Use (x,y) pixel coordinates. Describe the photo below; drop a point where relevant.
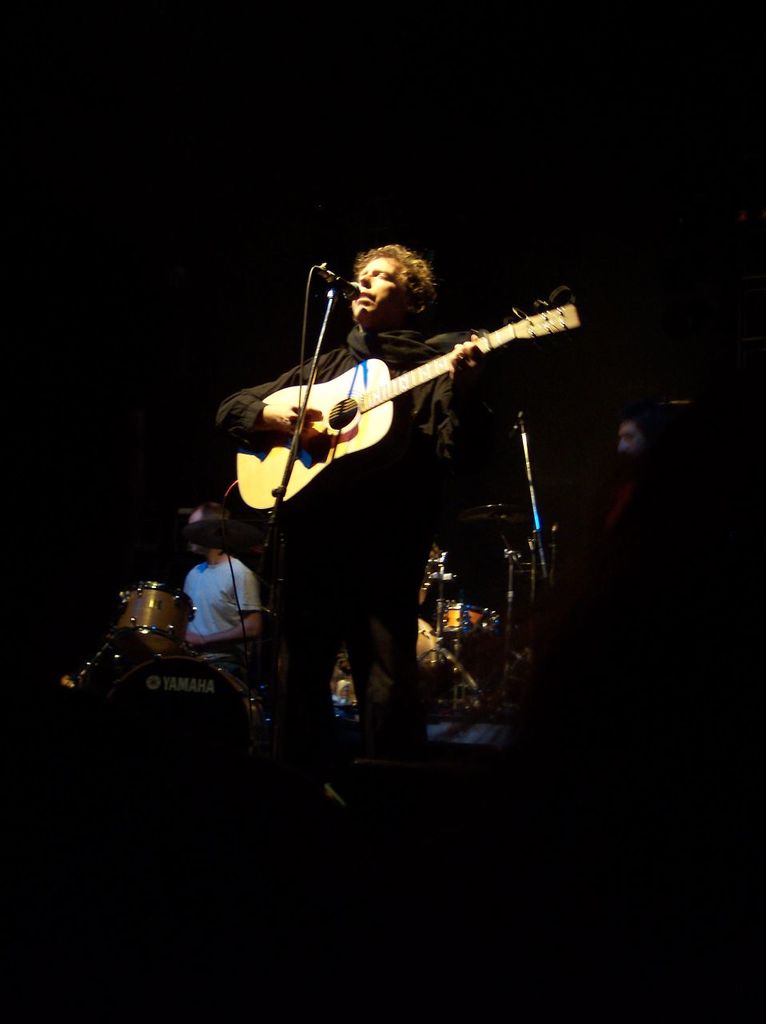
This picture shows a man (412,538) Standing and playing guitar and singing with the help of a microphone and we see a man (217,580) seated and playing drums (126,679).
